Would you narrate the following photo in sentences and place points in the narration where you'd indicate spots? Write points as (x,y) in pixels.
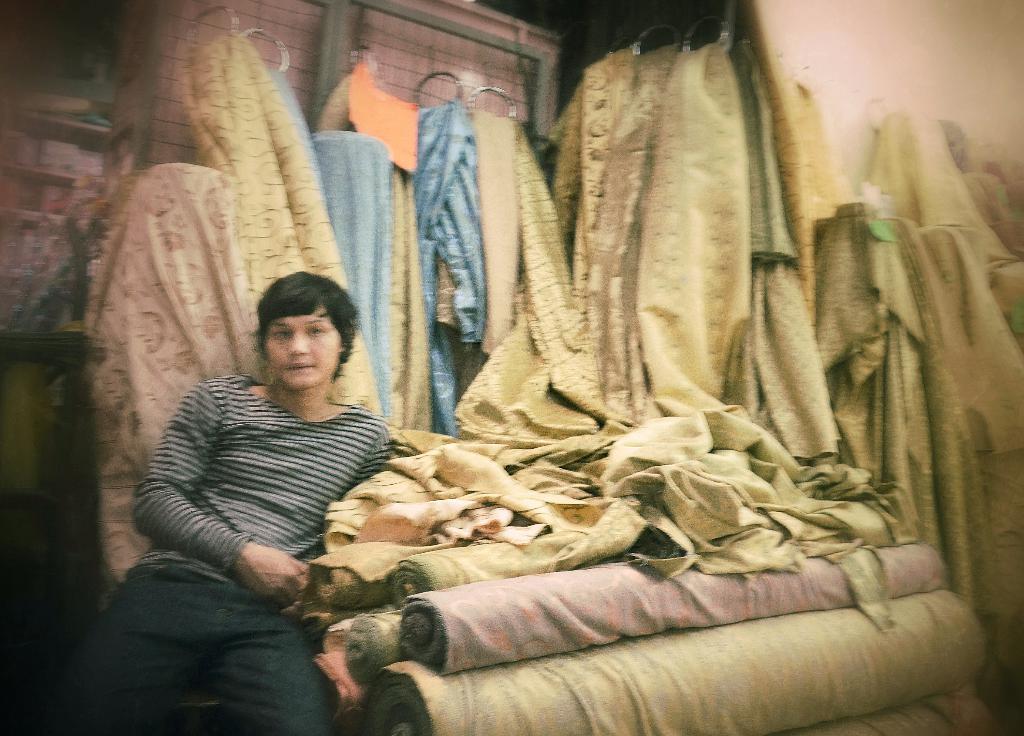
In this image we can see a person (297,604) is sitting beside the clothes (503,671). There are bundle of clothes (706,625) and some clothes (401,104) are hanging to a hanger (489,88).
